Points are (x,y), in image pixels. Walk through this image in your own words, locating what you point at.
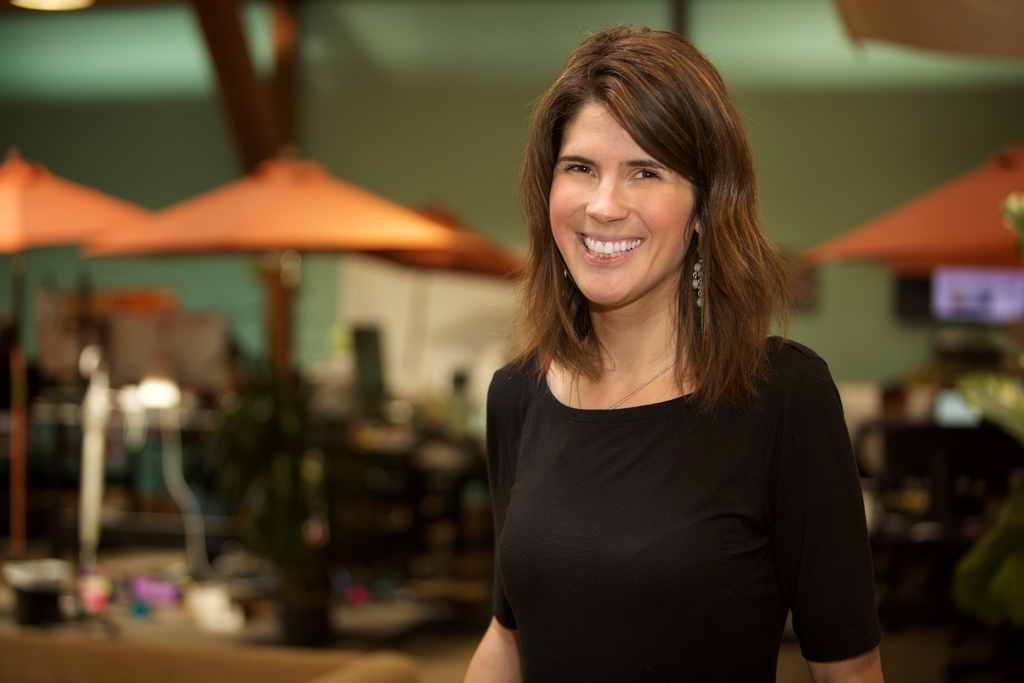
Background portion of the picture is blurred and we can see few objects (869,486). In this picture we can see a woman (868,533) wearing black dress (803,518) and she is smiling.
